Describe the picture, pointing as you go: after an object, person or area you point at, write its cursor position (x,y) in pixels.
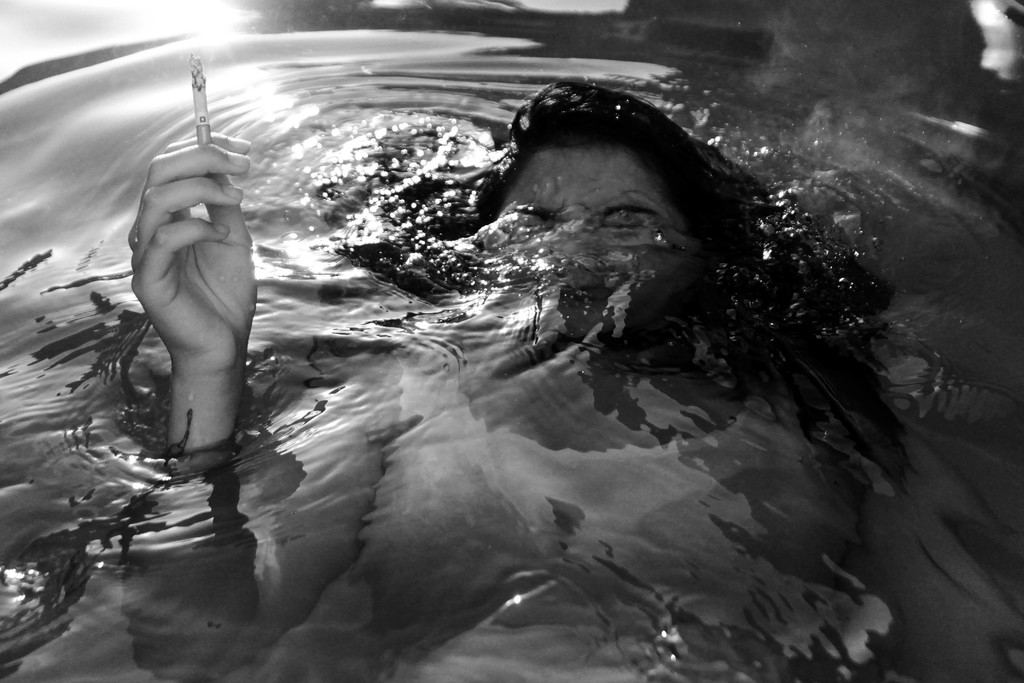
There is a woman (684,199) with eyes (646,220) open, holding a cigarette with a hand (213,152) and partially in the water (896,500). And the background (912,5) is dark in color.
